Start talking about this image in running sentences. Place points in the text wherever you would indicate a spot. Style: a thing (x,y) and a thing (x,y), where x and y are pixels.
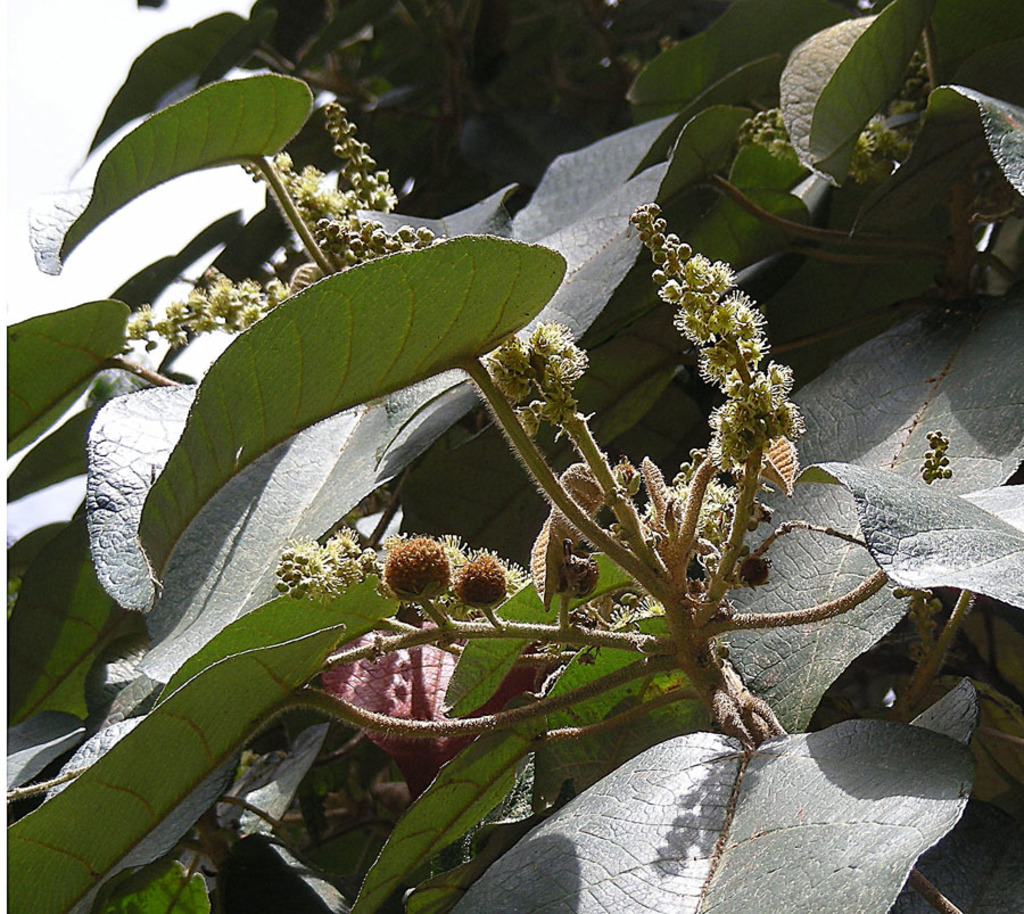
In the picture we can see a plant (601,781) with many leaves (793,459) and a stem (707,612) to it with some flowers (705,511) to it.
